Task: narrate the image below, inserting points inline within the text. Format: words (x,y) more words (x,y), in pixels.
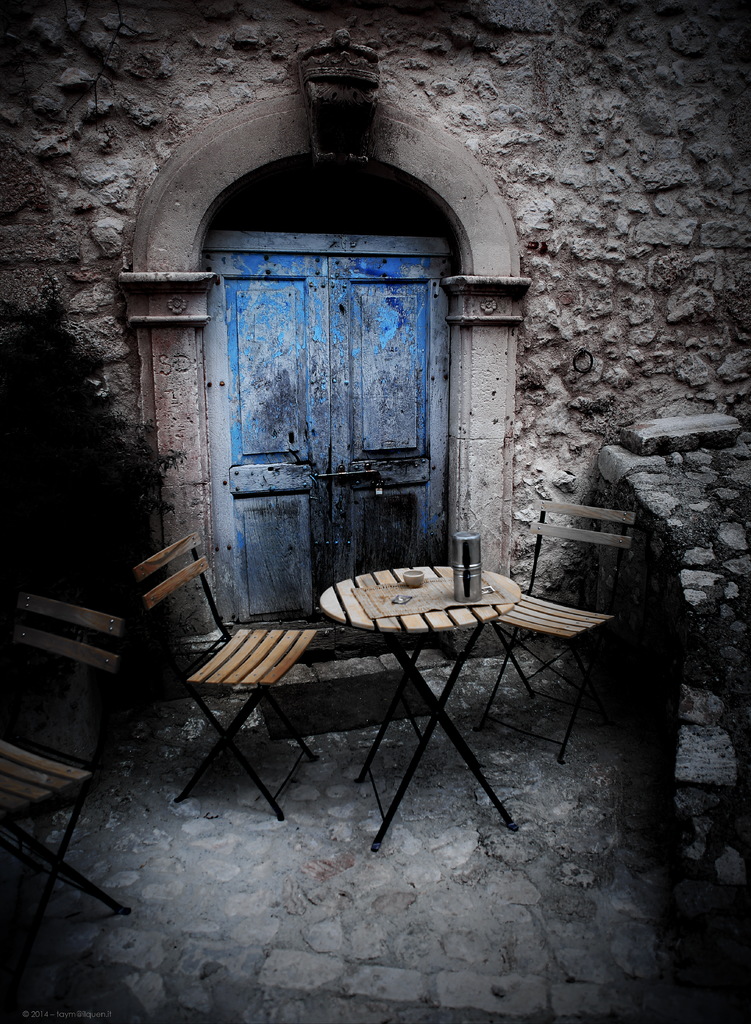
In this image we can see the stone wall (584,271) and also the door (380,461). We can also see the table (387,617) with chairs (534,614) and on the table (383,579) we can see the bowl (409,577) and also an object (460,573). We can also see the stone surface (520,896).
